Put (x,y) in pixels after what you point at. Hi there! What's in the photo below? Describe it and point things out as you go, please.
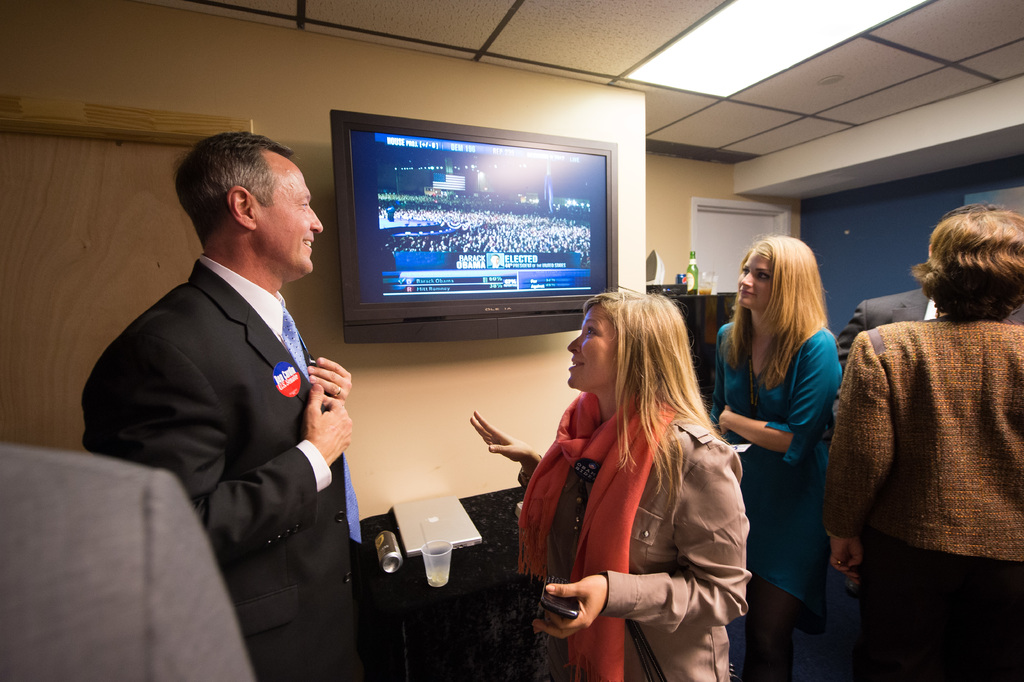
In this image, I can see a group of people (336,473) standing. This is a television (384,305), which is attached to the wall (327,255). This looks like a wooden door (86,300). I think this is a table (480,606) covered with a cloth (486,630). I can see a laptop (455,543), glass (432,559) and tin (395,564) are placed on the table (510,554). I can see few objects (678,278) placed here. This is the ceiling light (727,40) which is attached to the roof (643,33).
